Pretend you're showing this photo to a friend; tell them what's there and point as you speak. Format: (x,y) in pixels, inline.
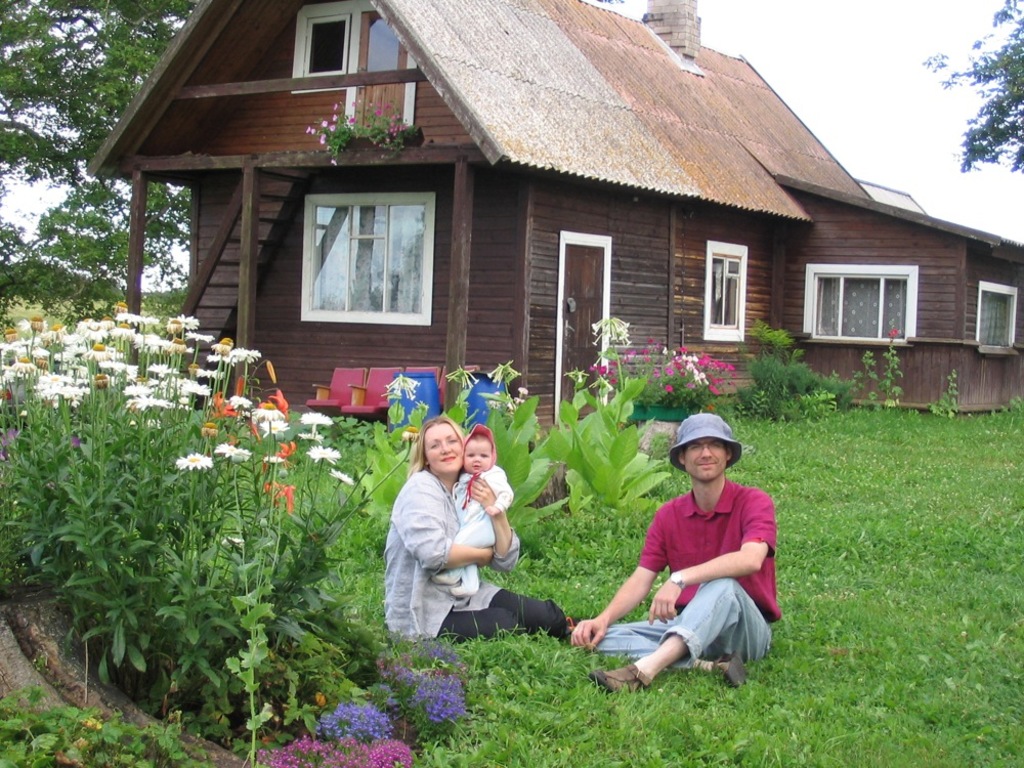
In this image we can see person (738,487) wearing maroon color t-shirt (695,547) and hat (731,457) and a woman (421,526) is carrying a child (488,463) are sitting on the grass (627,544). Here we can see the flower plants (176,503), blue color cans (421,380), chairs (375,403), wooden house (479,336), stairs (213,297), windows (327,267), trees (42,6) and the sky (904,69) in the background (890,17).
